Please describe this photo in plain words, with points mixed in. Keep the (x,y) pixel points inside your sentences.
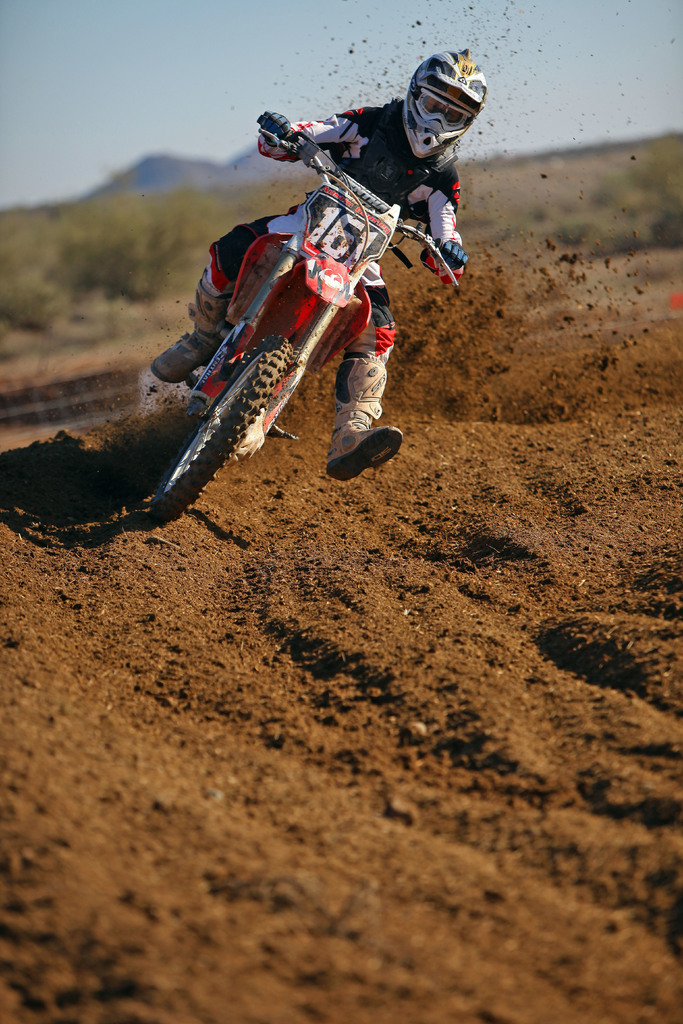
In this image we can see a person (403,126) wearing helmet (424,131), goggles (453,117) and gloves (454,256) is riding a motor cycle (306,301) with a number (340,254). On the ground (311,559) there is soil (364,705). In the background (492,239) it is blurry and there is sky (406,83).
